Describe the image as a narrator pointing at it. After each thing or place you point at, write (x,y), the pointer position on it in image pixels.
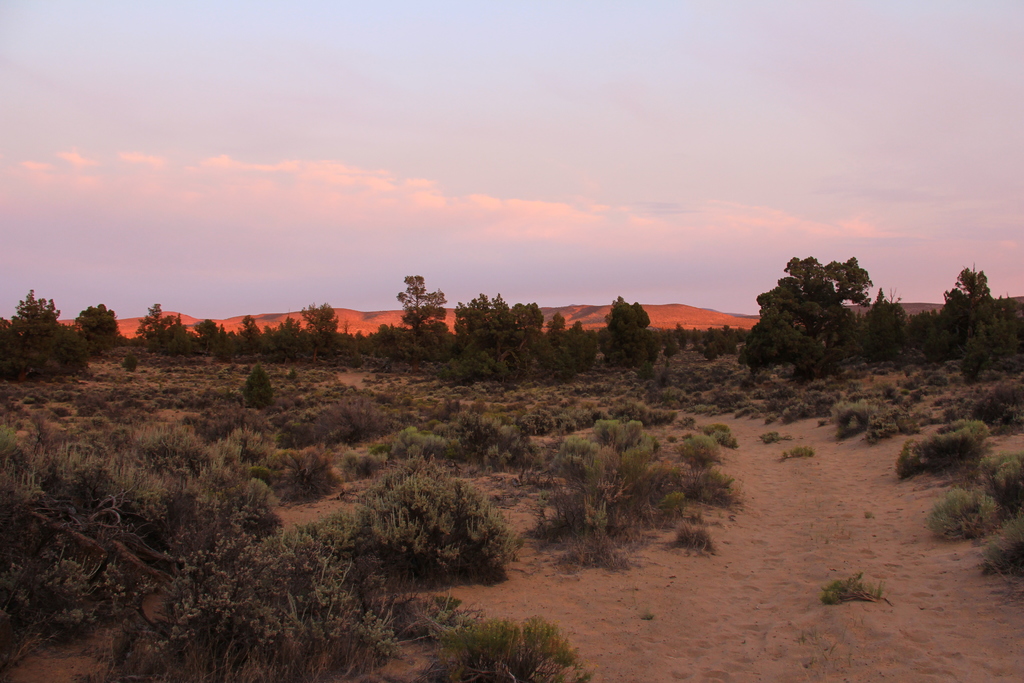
In this image there is a land (147,367) in the foreground (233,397) on which there are trees (264,405), plants (427,401), bushes (308,440) visible in the middle (623,307), in the middle (650,311) there is the hill (696,311), at the top (522,131) there is the sky (643,88).
